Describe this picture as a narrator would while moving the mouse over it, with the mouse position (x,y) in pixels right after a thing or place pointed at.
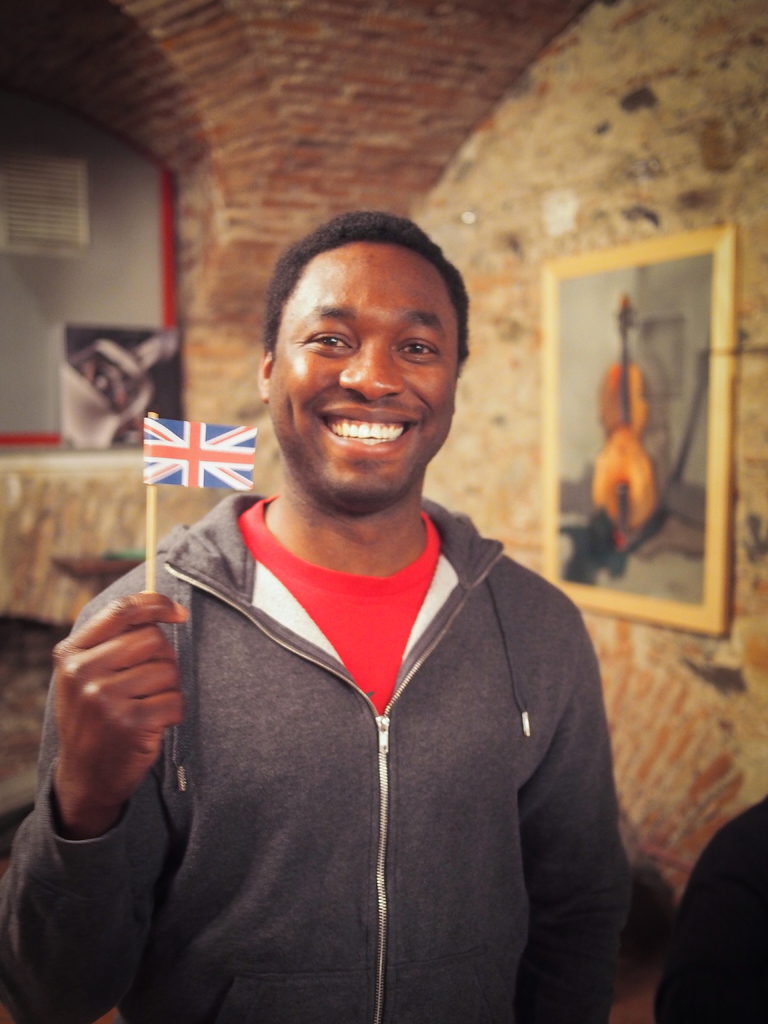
In this picture there is a man (388,945) in the center of the image (338,559), by holding a small flag (214,437) in his hand (81,643) and there are portraits (140,368) in the background area of the image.
